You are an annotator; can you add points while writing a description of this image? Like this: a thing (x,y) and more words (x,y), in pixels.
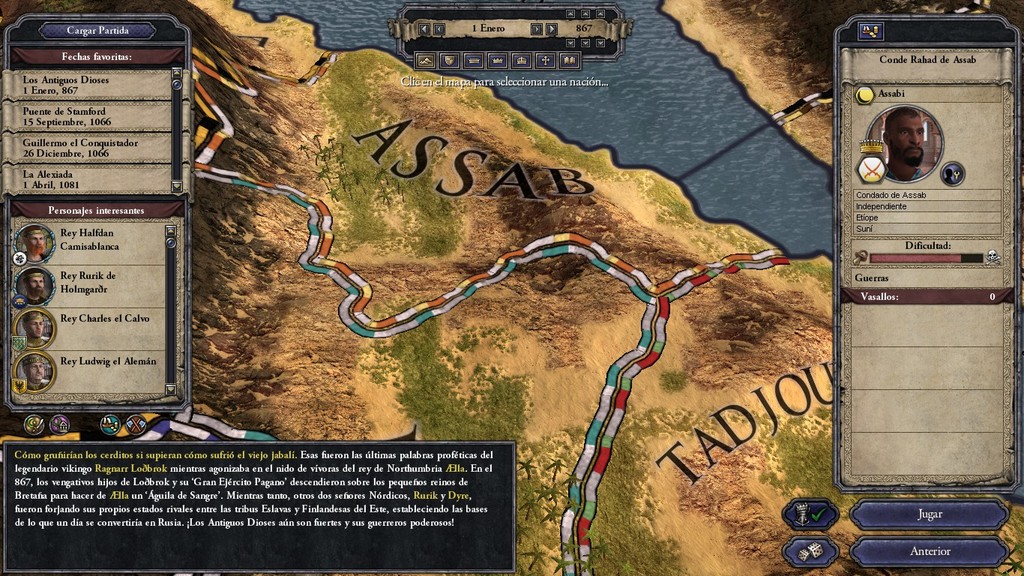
In this image I can see the screenshot of the game and I can see few people (32,288) faces (31,325) and something is written on it and it is an colorful image.
